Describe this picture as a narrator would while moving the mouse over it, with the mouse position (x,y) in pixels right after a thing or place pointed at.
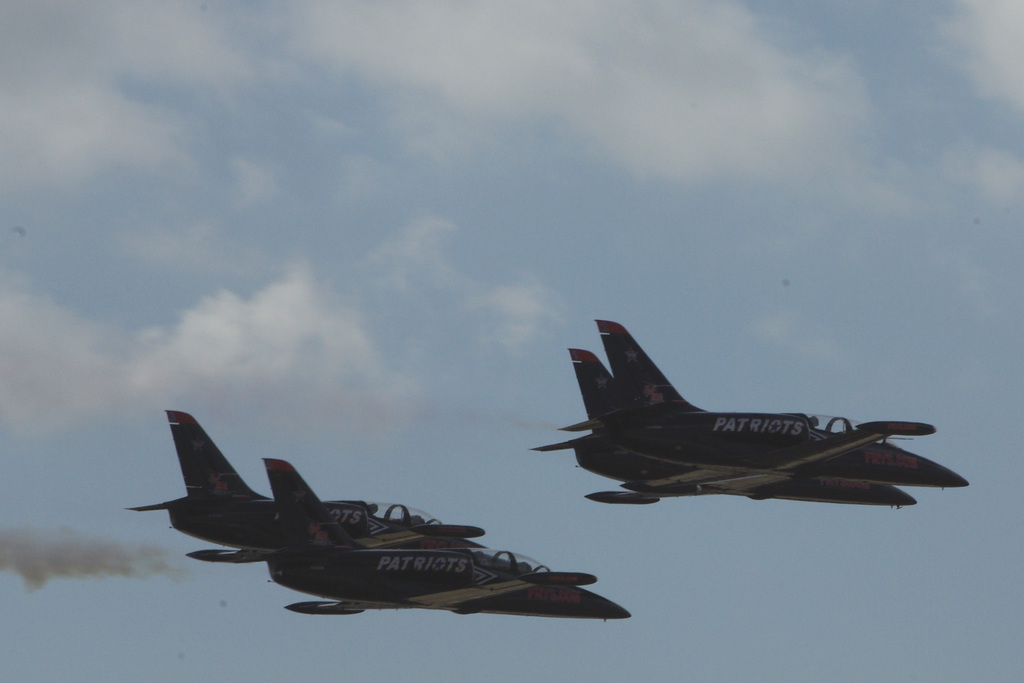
In this picture I can see few jet planes (471,577) and I can see blue cloudy sky (484,230).
